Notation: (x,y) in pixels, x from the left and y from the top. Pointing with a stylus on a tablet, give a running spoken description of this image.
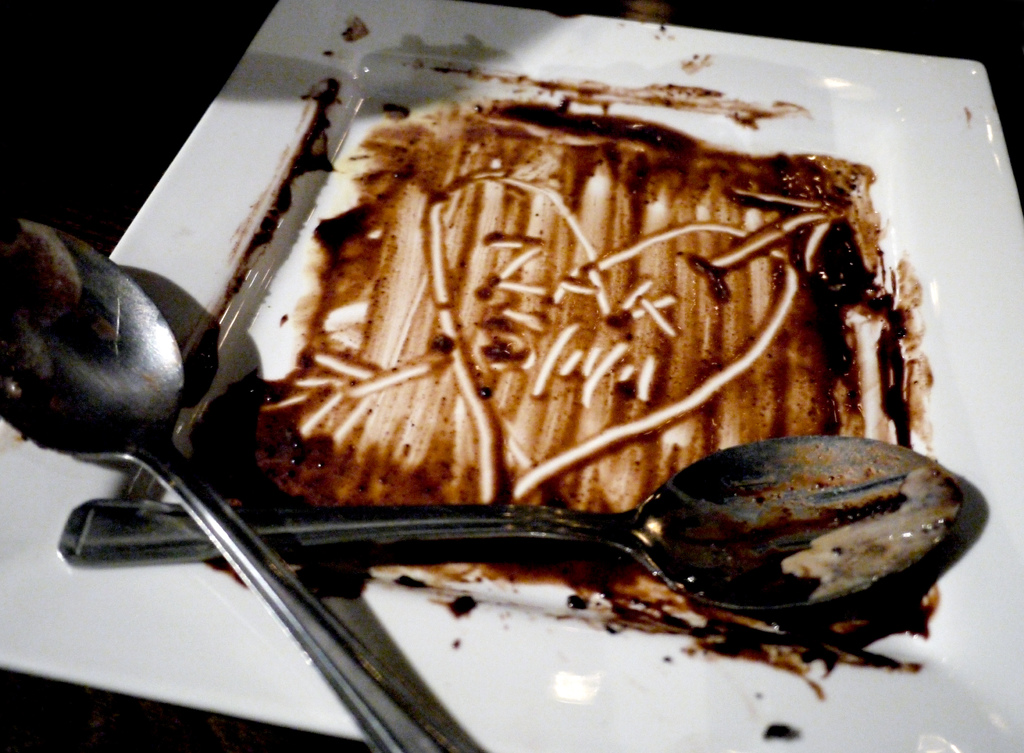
In this image we can see a plate (534,640) on the surface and there are two spoons (566,514) on it.
